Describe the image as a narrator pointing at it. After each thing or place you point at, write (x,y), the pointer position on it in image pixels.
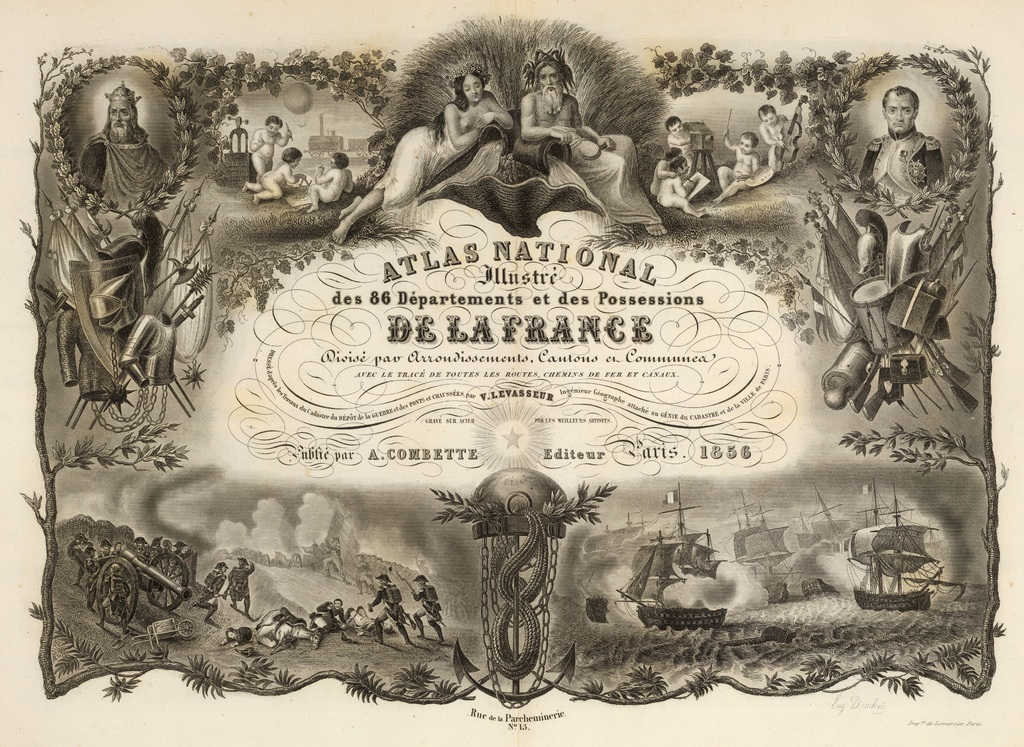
In this picture I can see a printed image (612,412) on the paper (524,192). I can see few people (735,185) and few boats (768,528) on the water (802,650) and I can see text (552,336) at the middle of the picture (558,334) and text (497,721) at the bottom of the picture (511,730).
